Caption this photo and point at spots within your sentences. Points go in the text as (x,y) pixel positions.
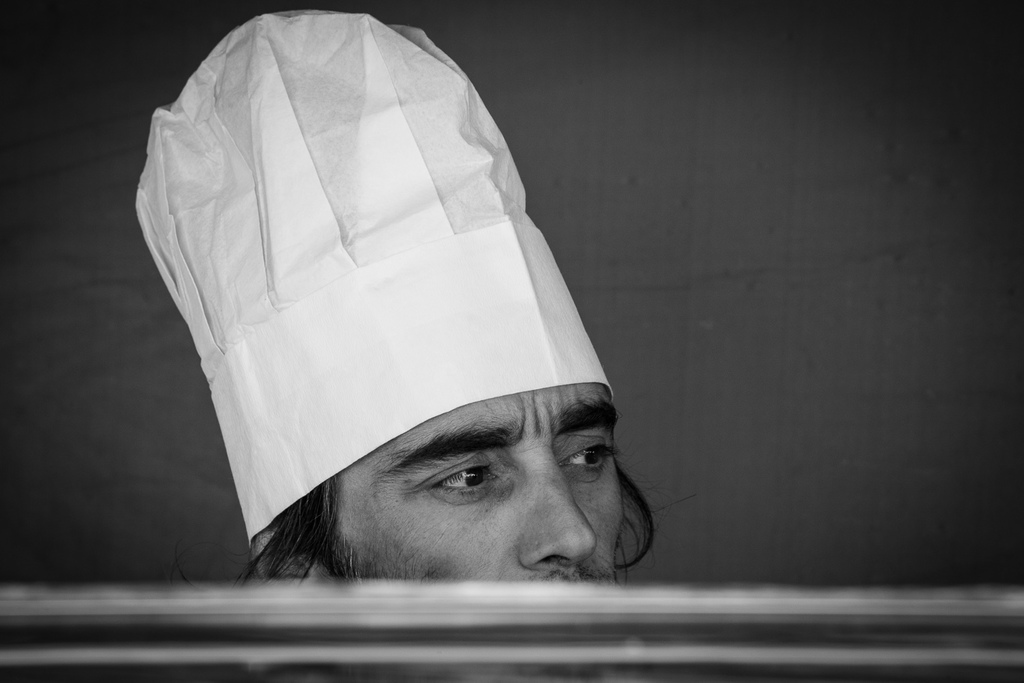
This is a black and white image. In this image we can see a person (496,557) wearing a white color chef cap (293,226).
